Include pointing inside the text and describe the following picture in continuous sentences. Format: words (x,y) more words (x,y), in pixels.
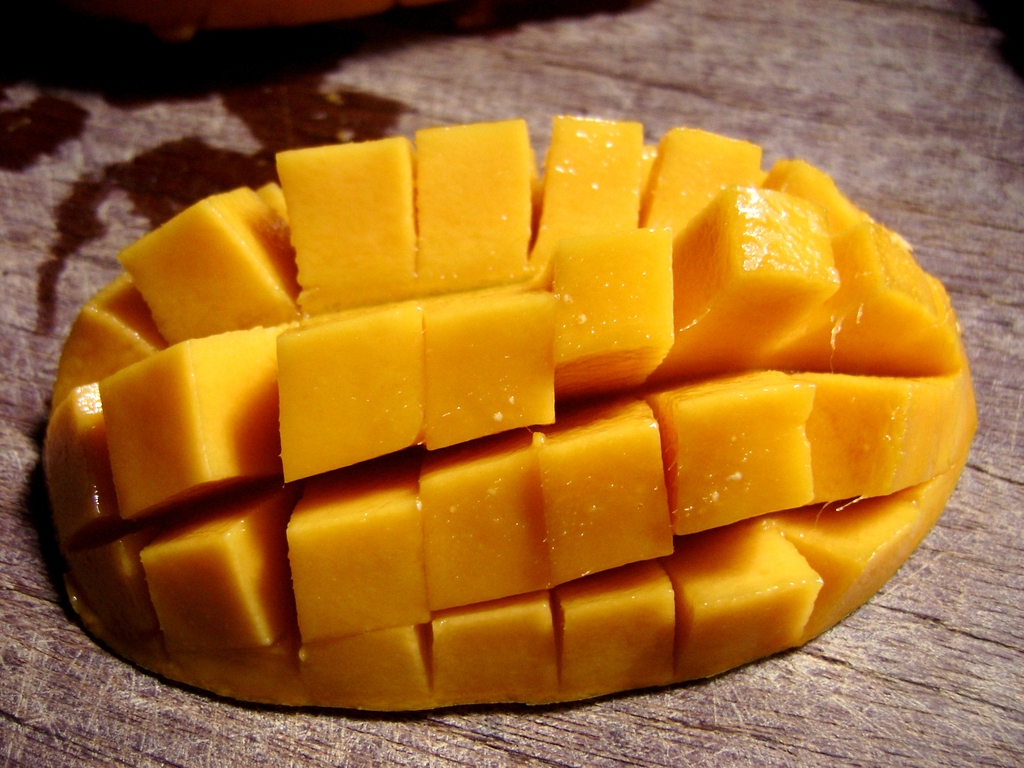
We can see mango slices (255,332) on the wooden surface (132,703).
